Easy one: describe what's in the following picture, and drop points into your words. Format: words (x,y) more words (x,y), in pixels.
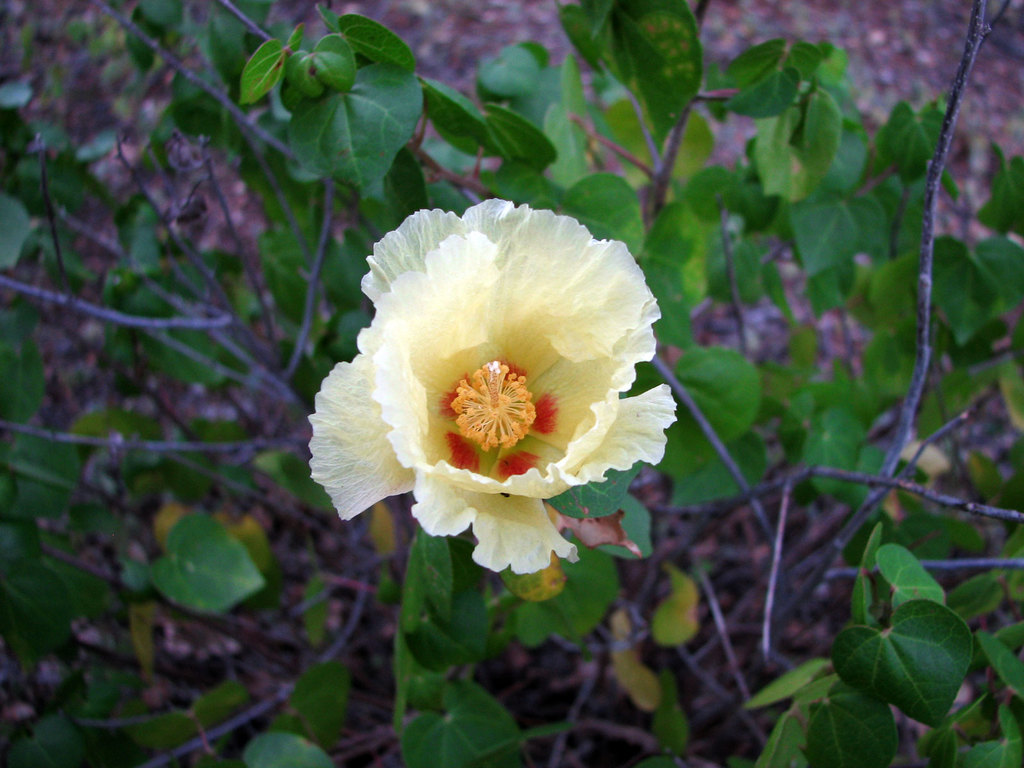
In this picture we can see a flower (391,381), plants (610,482) and in the background (94,67) it is blurry.
